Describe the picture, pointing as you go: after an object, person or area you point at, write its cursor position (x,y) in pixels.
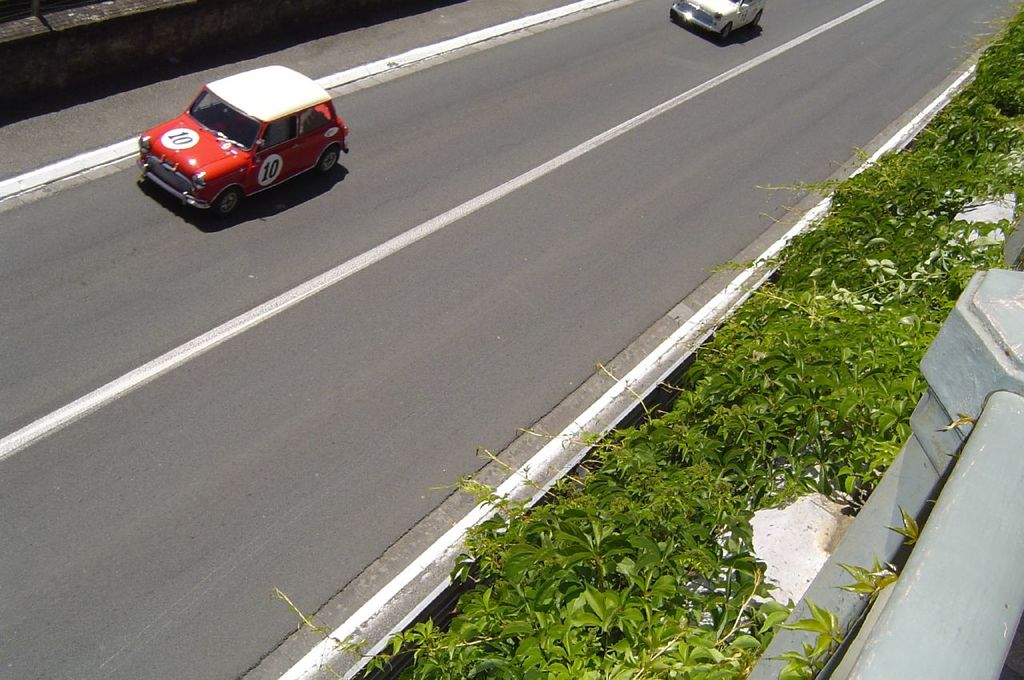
In the given image i can see a vehicles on the road (475,255), plants (830,397) and some other objects (809,513).
